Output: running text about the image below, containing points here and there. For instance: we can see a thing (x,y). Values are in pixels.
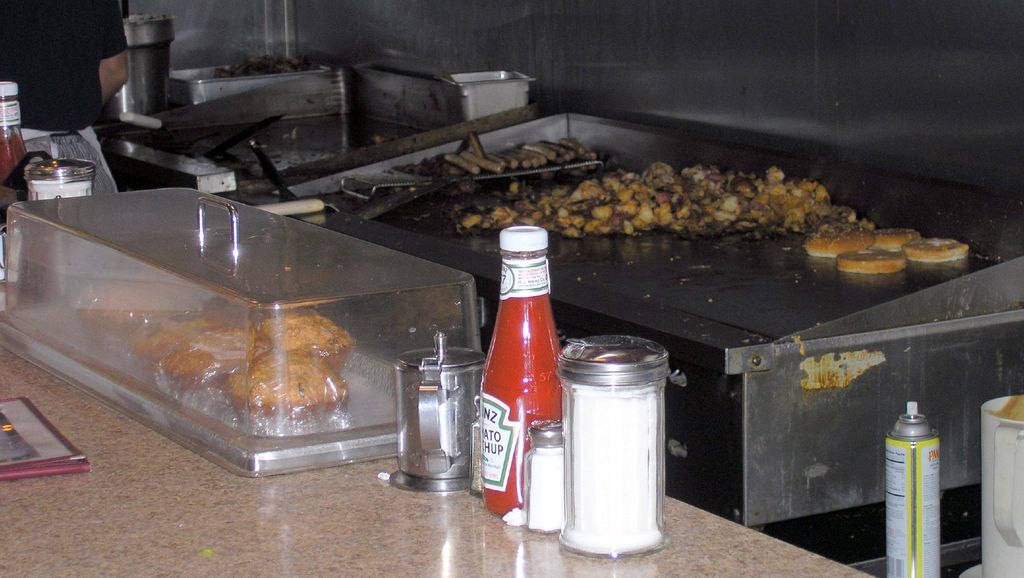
In this image there is a table (483,534) towards the bottom of the image (449,522), there are objects (251,414) on the table (121,422), there is food (235,342) on the table (394,504), there is a metal object (595,281), there is food (707,221) on the metal object (522,139), there is a person (66,77) towards the top of the image (47,66), there is an object (1000,445) towards the right of the image (1003,426), there is an object (927,566) towards the bottom of the image (68,457), there are objects (28,275) towards the left of the image (6,150).
